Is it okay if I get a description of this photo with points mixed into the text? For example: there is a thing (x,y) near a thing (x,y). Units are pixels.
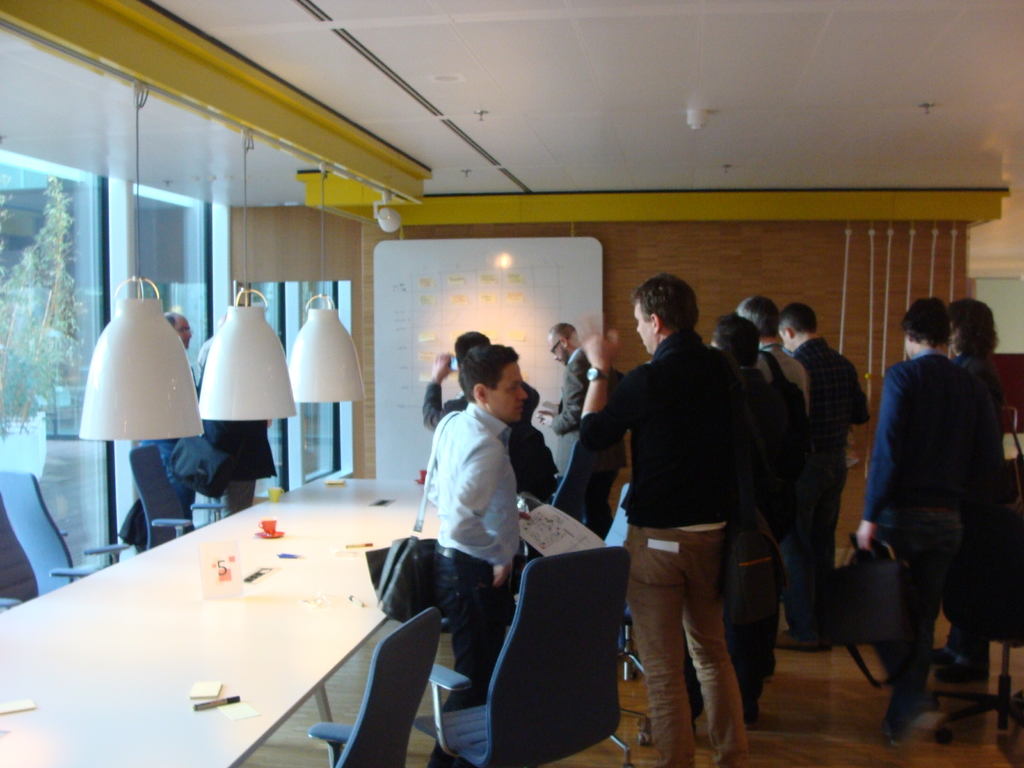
In this image we can see group of people (765,514) standing on the floor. One person (690,446) is wearing a bag (742,514). One person (898,511) is holding a bag (885,543) in his hand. In the background (512,284) we can see a table (213,680), group of chairs (520,627), lights (273,327), a board (466,285), window (159,252) and a tree (21,386).
